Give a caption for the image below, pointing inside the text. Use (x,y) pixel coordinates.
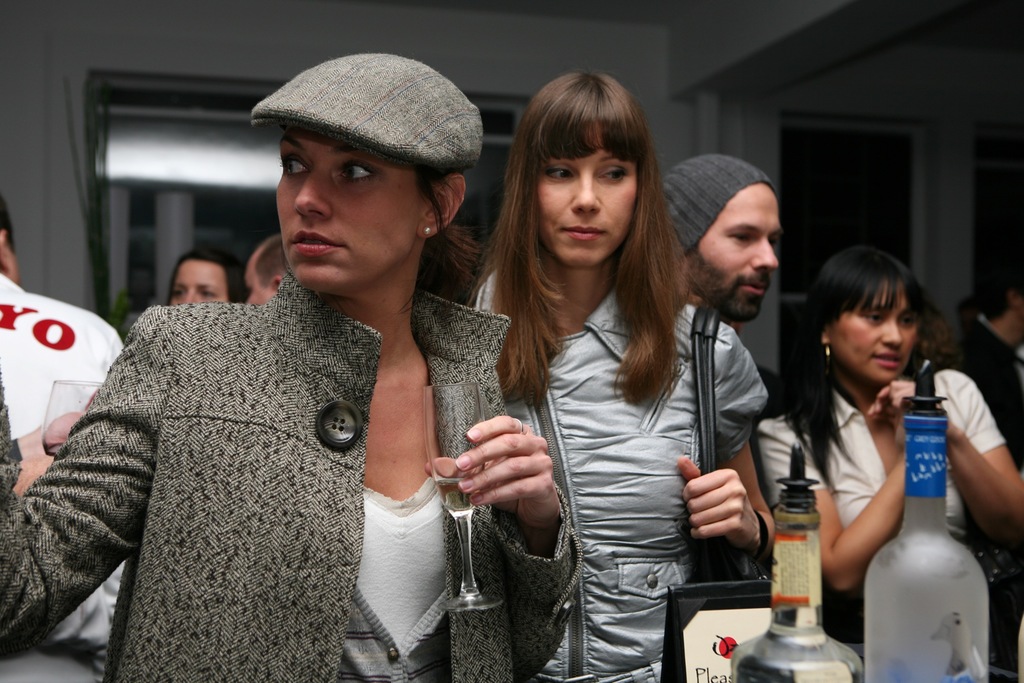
Few people (474,119) standing. This person (446,134) wear cap (367,94). On the background (298,45) we can see wall (35,150). We can see bottles (805,623). This person (622,589) wear bag (716,537).
